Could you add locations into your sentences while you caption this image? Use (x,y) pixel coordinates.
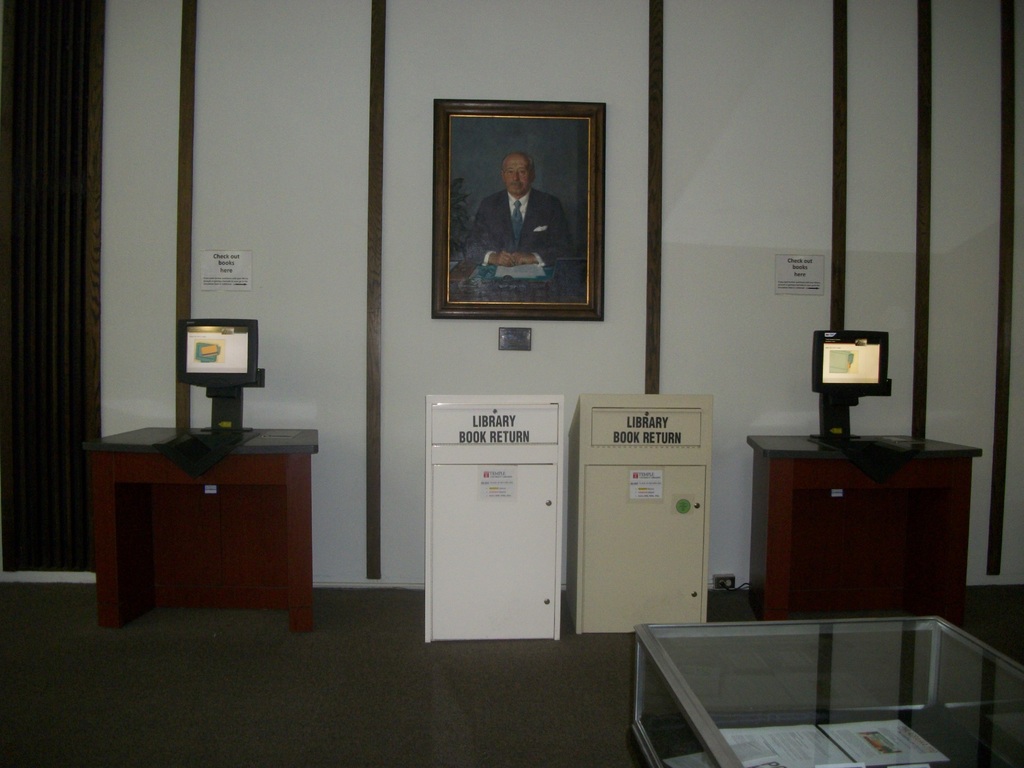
There is a photo frame (486,216) is attached to the wall (645,253) as we can see in the middle of this image (582,289). There is floor (309,673) at the bottom of this image (381,709). There is one device (234,383) on the left side of this image (221,433) and right side of this image (817,390) as well. There are two boxes (633,527) kept in the middle of this image (583,484).
